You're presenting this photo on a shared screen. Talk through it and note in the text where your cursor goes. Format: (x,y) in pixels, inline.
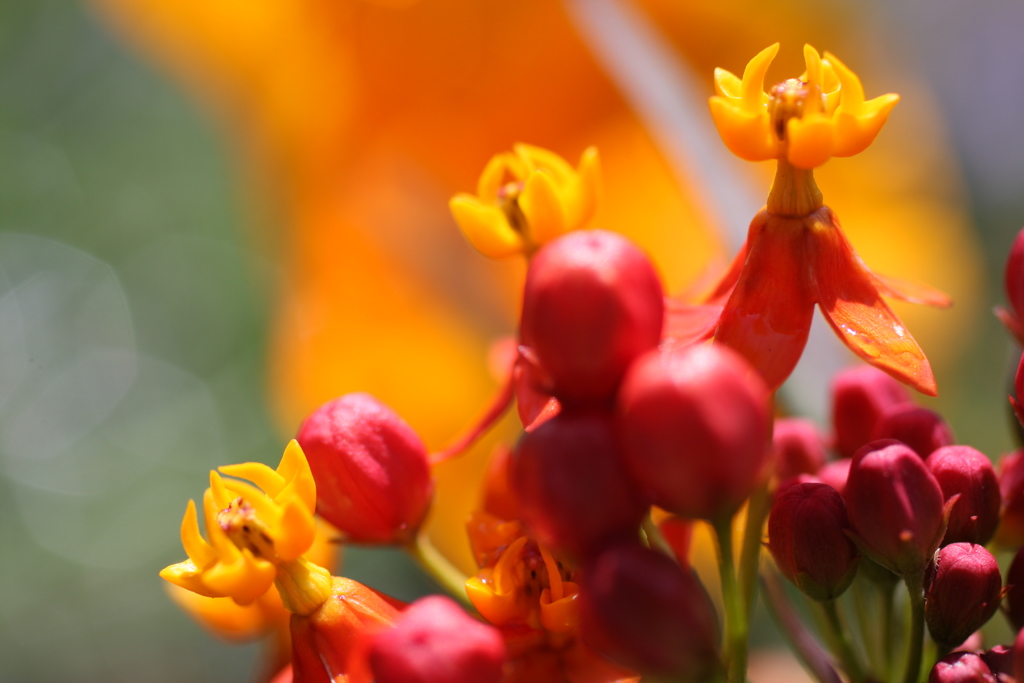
This image is clicked outside. In the front (329,636), there are flowers (641,491) in red and yellow color. The background (6,261), is too blurry.
